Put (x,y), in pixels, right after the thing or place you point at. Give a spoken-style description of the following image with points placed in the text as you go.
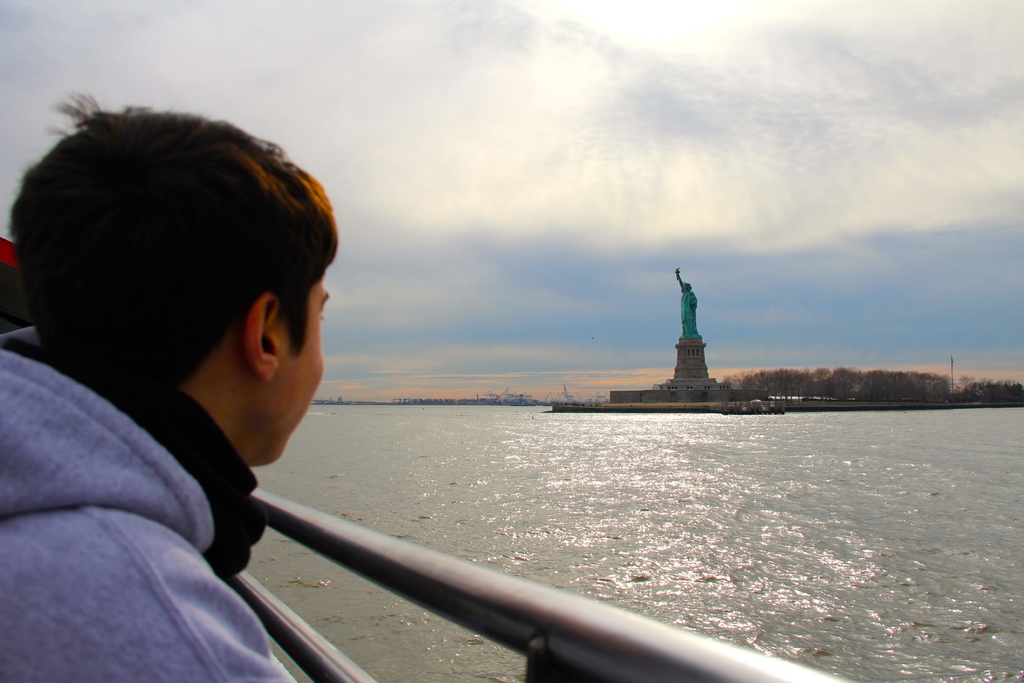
Completely an outdoor picture. Sky (635,191) is cloudy. This is water (743,465). Far there is a statue (690,315) in green color. Far there are number of trees (784,378). Front this person (253,393) is looking toward this statue (686,319). This is rod (619,618).
